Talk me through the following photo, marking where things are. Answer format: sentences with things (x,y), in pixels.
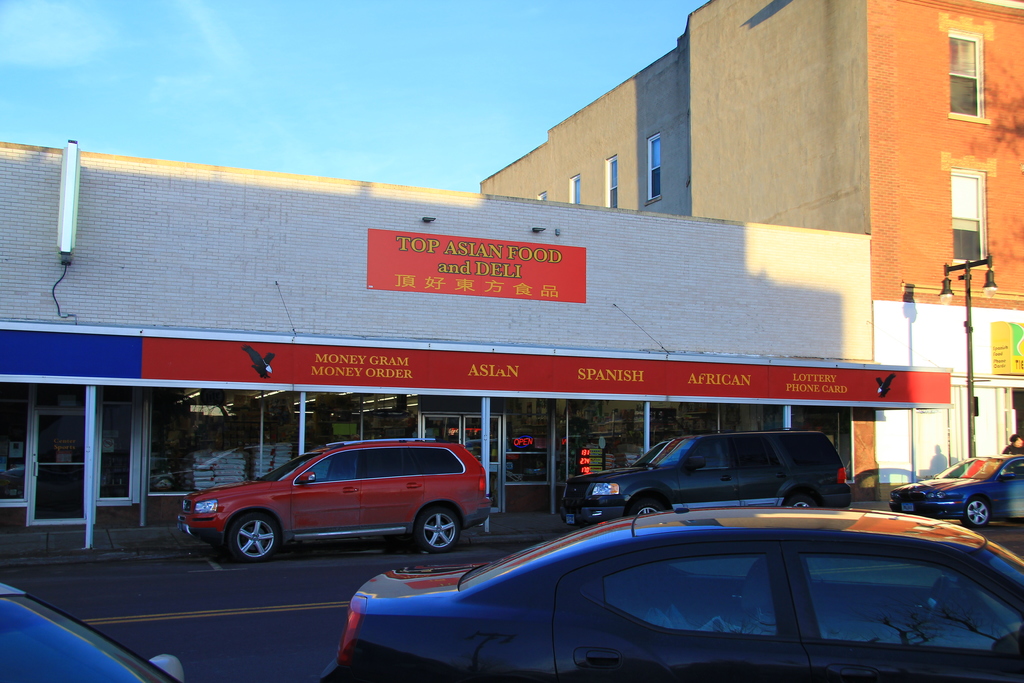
In this image I can see few buildings (927,283), windows (950,51), light poles (971,287), stores (636,417), glass doors (452,414), poles (89,471) and few vehicles (518,557) on the road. The sky (436,150) is in blue color.
